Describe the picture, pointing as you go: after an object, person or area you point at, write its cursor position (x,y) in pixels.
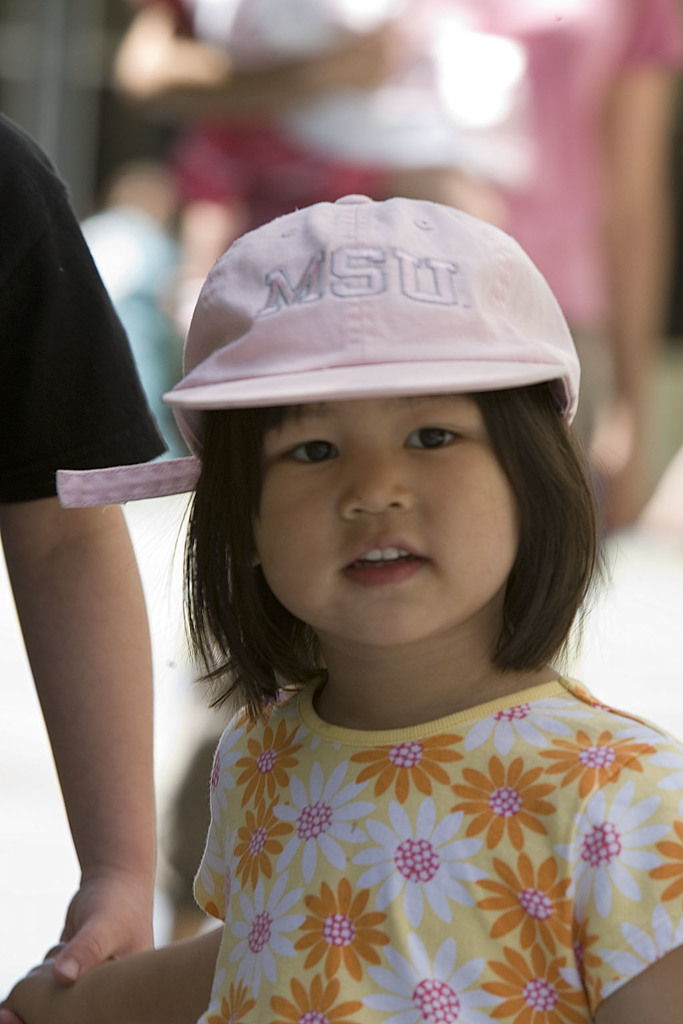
This image consists of a girl (478,420) wearing a cap (325,388). Beside her, there is a person (87,816) wearing black T-shirt (39,204) is holding her hand (67,1007). In the background (455,125), there are people (413,91) walking.
